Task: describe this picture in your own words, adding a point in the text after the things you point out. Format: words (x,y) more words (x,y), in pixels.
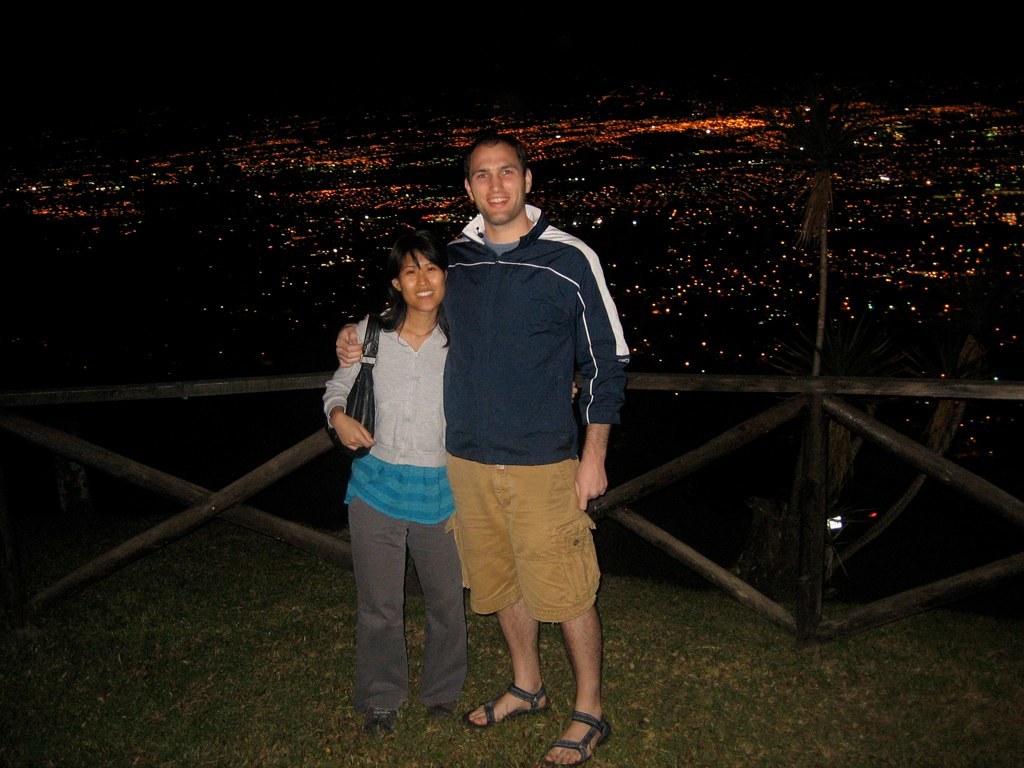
In this picture I can see two persons (409,319) standing and smiling, there is wooden fence (35,603), grass (65,629), lights (295,231).
